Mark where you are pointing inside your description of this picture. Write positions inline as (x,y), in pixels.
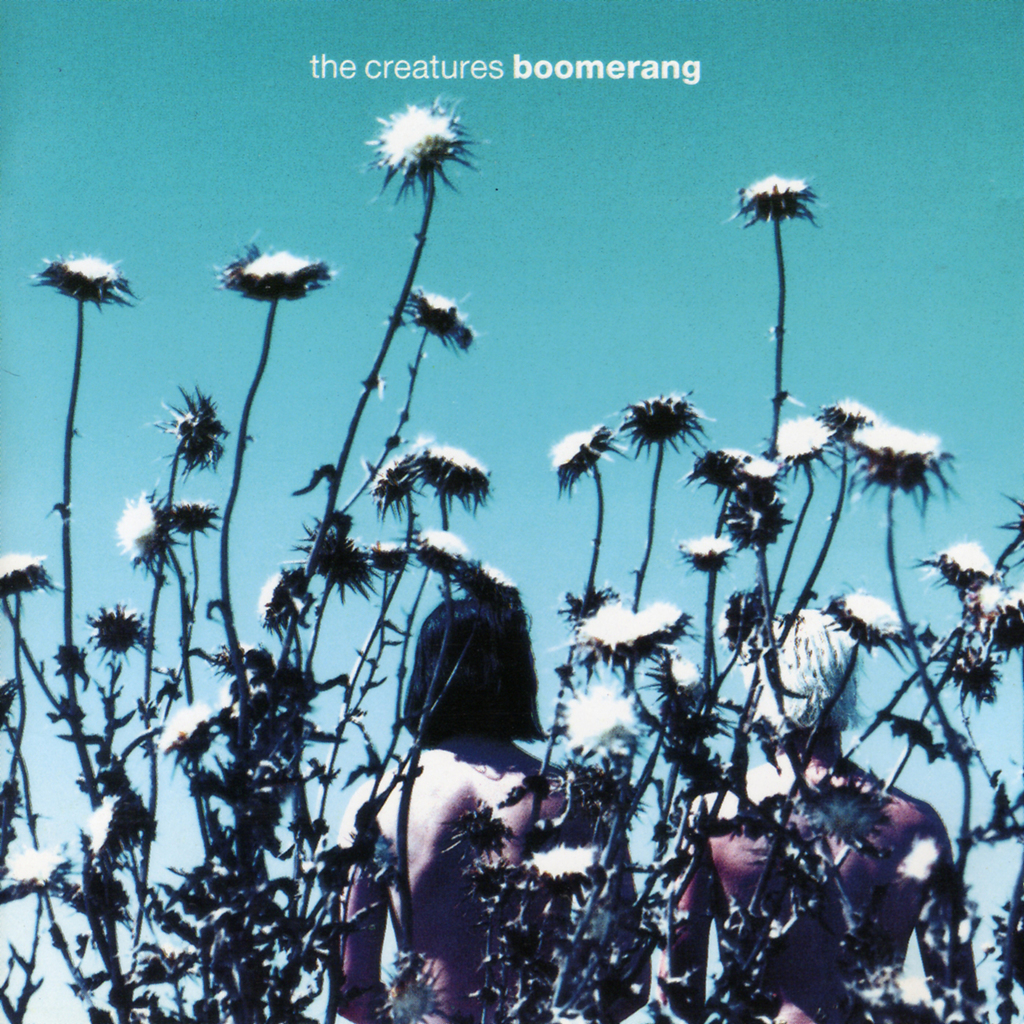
In the picture I can see trees (289,637) with flowers (860,824). In the background (580,828), I can see two persons (466,765). At the top of the image (550,69) I can see some written text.
